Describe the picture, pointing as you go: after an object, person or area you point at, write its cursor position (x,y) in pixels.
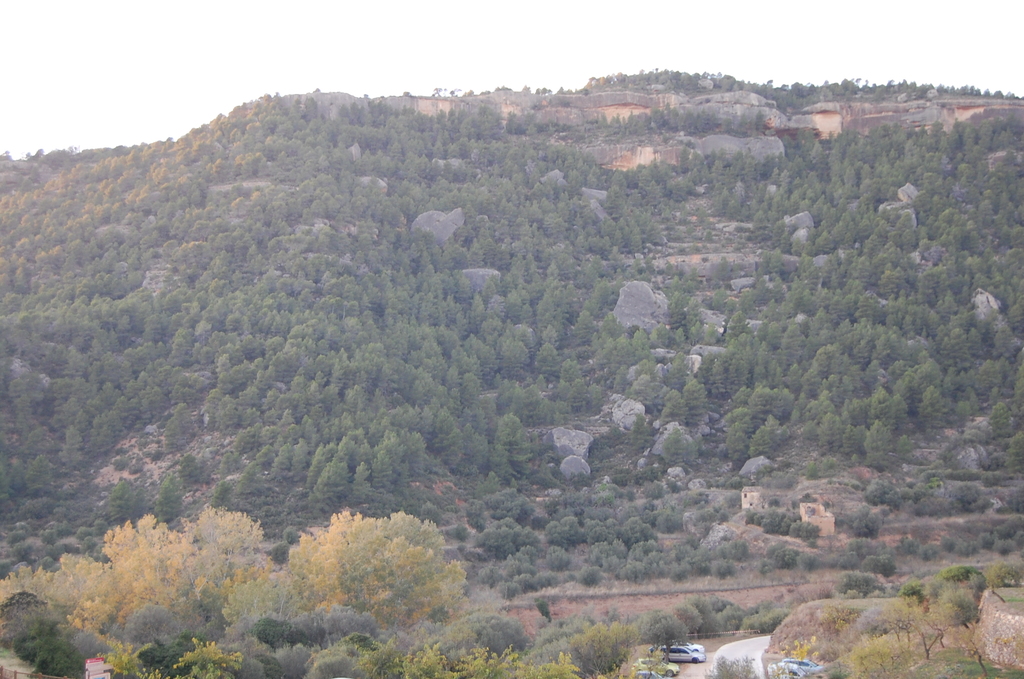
In this image I can see trees (466,435), rocks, vehicles (680,653) and sky (401,28).
